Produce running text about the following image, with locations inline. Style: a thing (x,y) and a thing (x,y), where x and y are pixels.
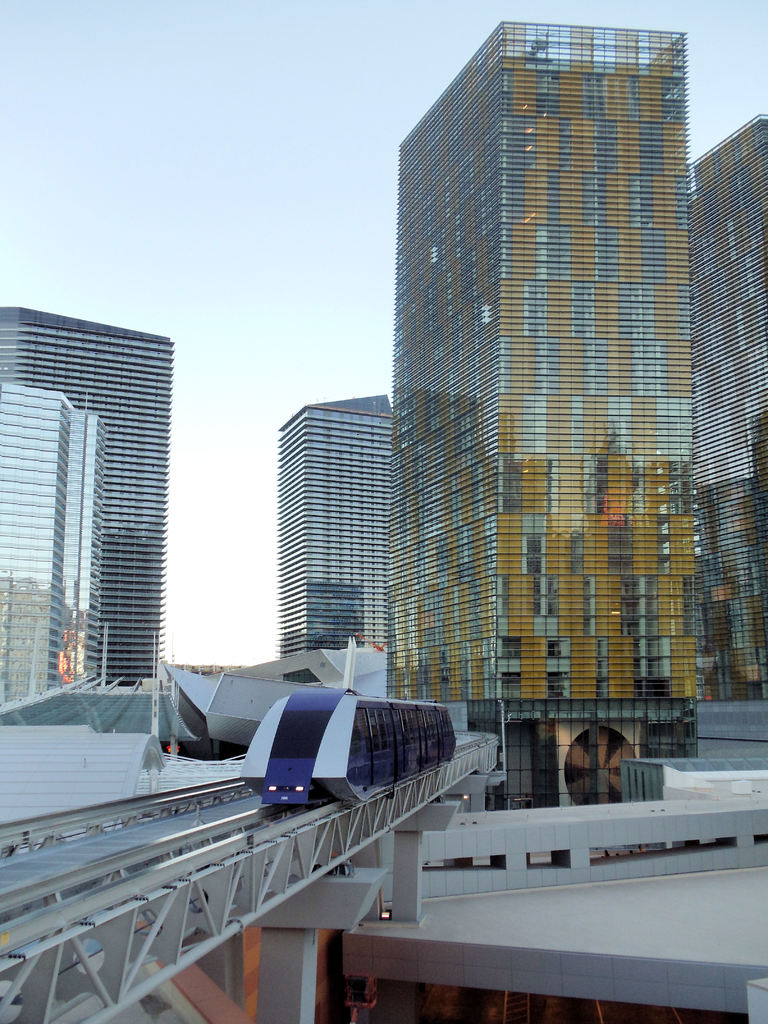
In this image we can see train (361,777) on a railway track (121,905). And it is on a bridge (262,867). There are pillars (352,921). In the back (149,490) there are many buildings (328,507). In the background (218,223) there is sky (189,310).
